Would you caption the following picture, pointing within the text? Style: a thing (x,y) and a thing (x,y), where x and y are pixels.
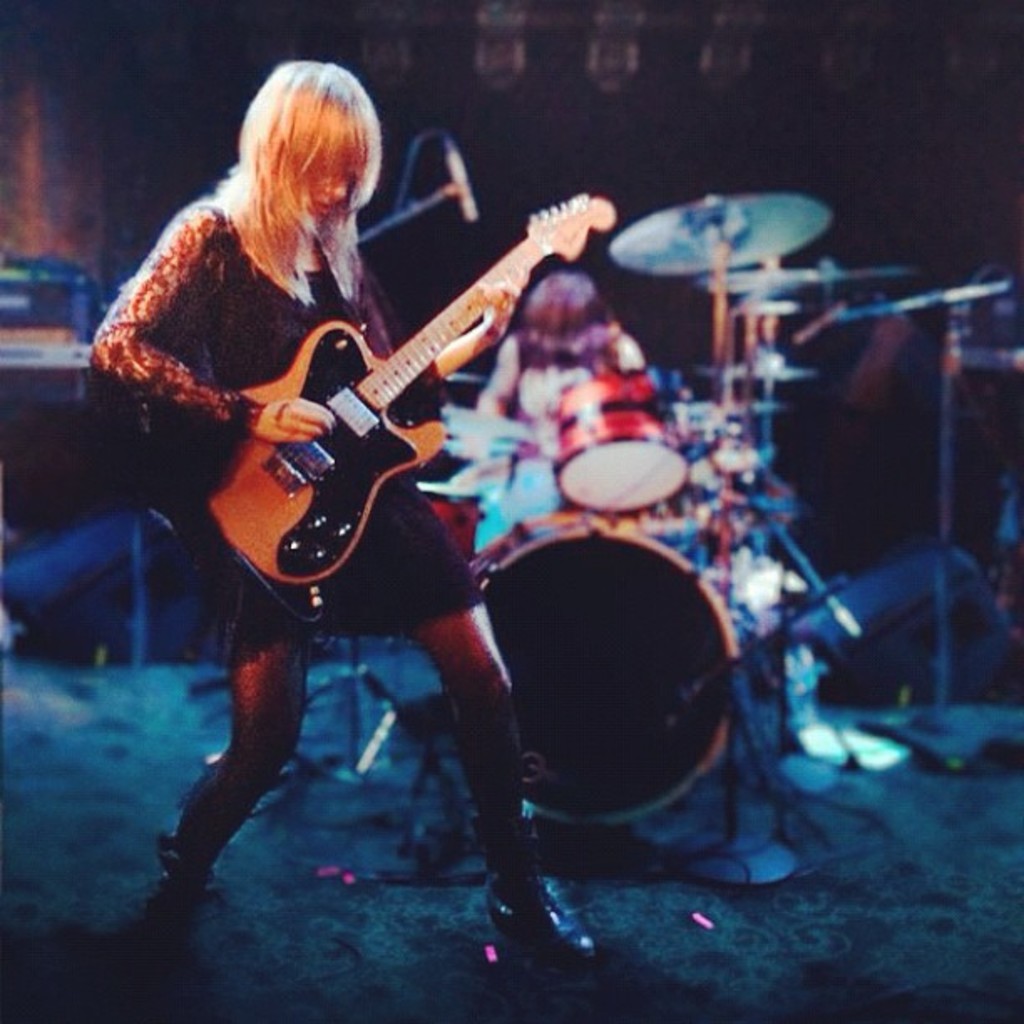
In this image there are two persons (525,389) at the foreground of the image (227,374) there is a lady person (287,420) wearing black color dress (268,355) playing guitar (254,396) and at the background of the image (549,340) there is a person (565,361) beating drums (615,521).
